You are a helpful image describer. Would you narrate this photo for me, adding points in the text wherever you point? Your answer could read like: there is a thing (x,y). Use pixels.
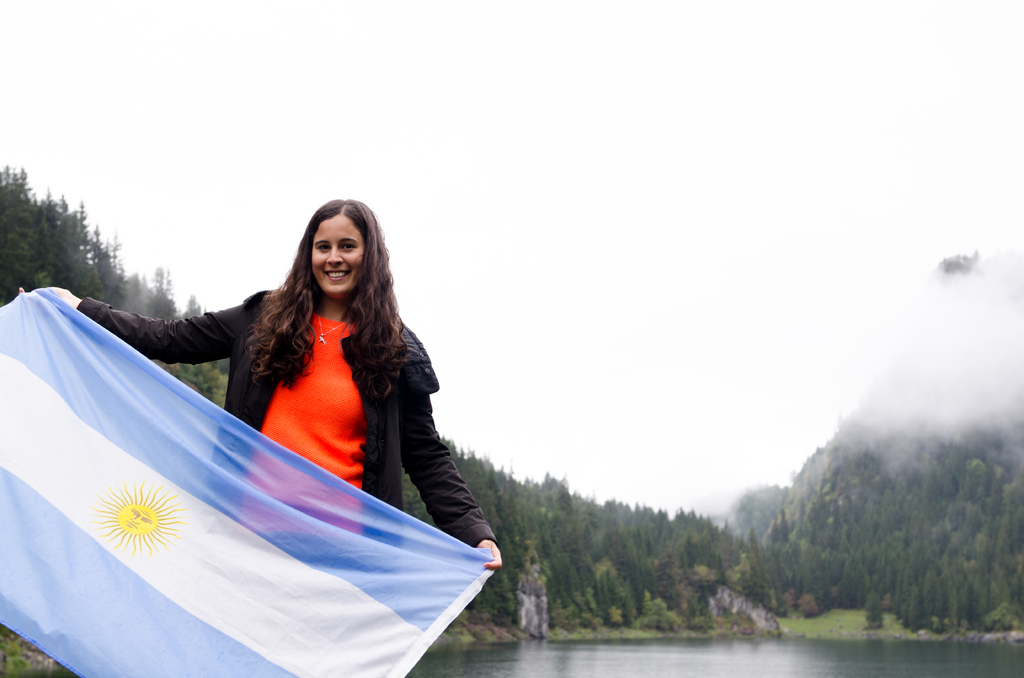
On the left side of the image (298,339), we can see a woman (353,388) is holding a flag (261,542). She is watching and smiling. In the background (971,597), there are so many trees (920,605), water (778,668), hills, fog (696,510) and sky (605,216).
